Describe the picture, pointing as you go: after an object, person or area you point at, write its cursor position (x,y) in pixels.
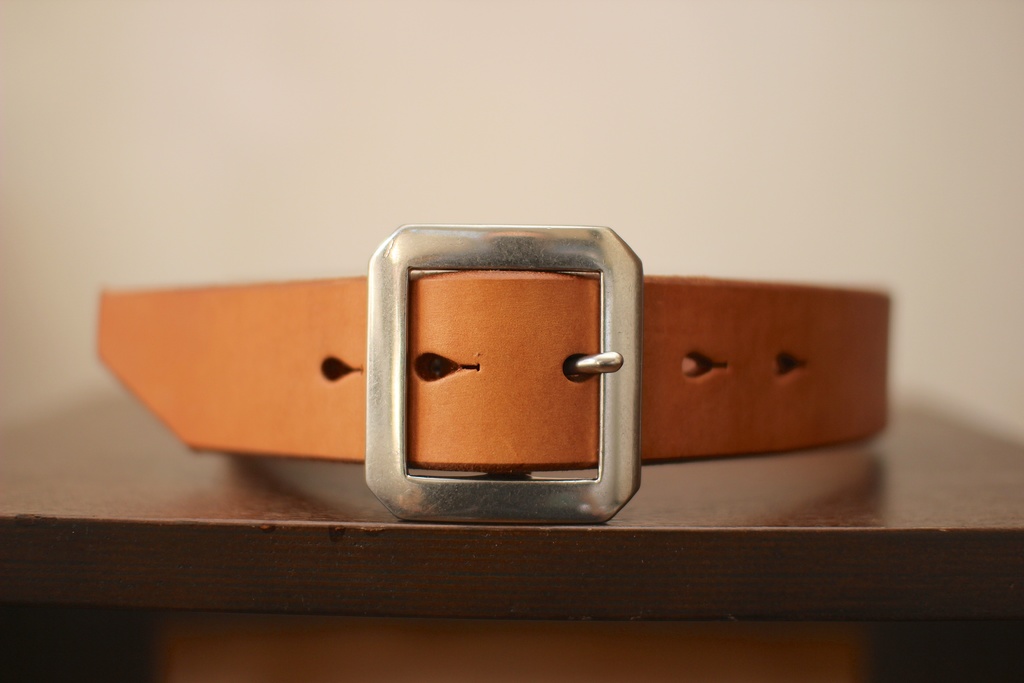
In this picture I can observe belt (519,309) in the middle of the picture (498,356). The belt (362,367) is in brown color. The background (762,166) is blurred.
